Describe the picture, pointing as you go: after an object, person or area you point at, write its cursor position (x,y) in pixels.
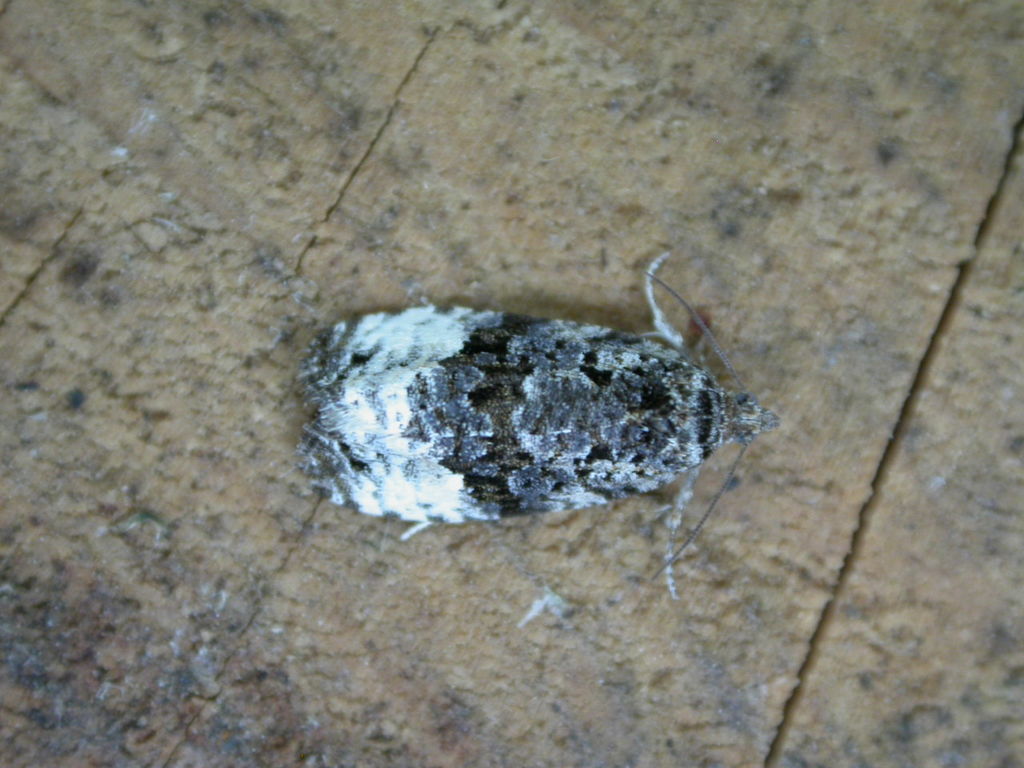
This image is taken outdoors. At the bottom of the image (711,608) there is a floor (340,205). In the middle of the image (366,430) there is a moth (616,481) on the floor (755,492).
